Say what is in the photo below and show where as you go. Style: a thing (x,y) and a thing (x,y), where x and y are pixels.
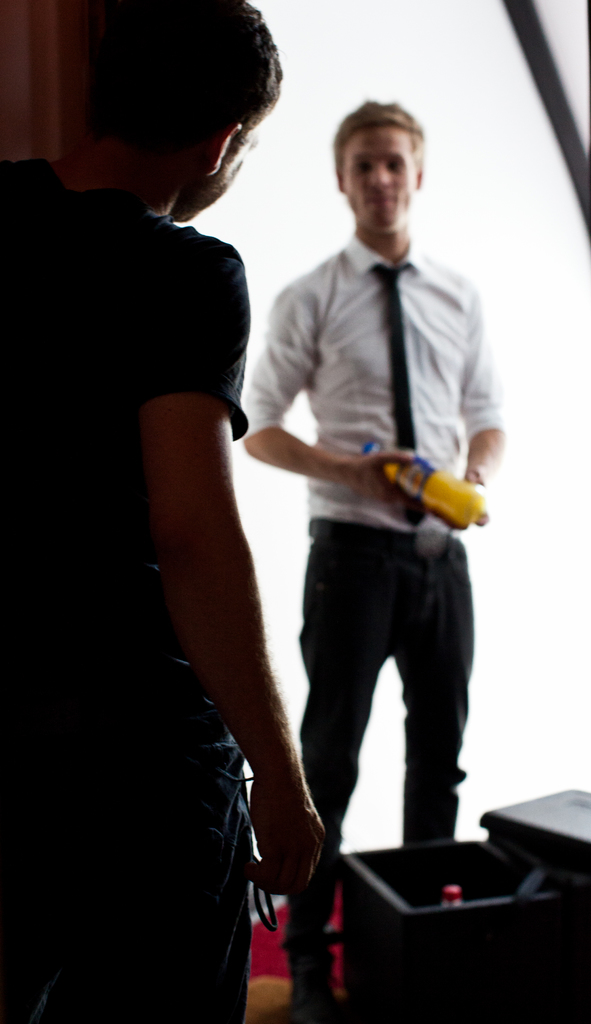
On the left side (187,454) a man (202,551) is standing, in the middle (272,418) a boy (367,471) is holding a bottle (476,515) in his hands (375,477), he wore a white color shirt (454,430), black color trouser (363,634).
